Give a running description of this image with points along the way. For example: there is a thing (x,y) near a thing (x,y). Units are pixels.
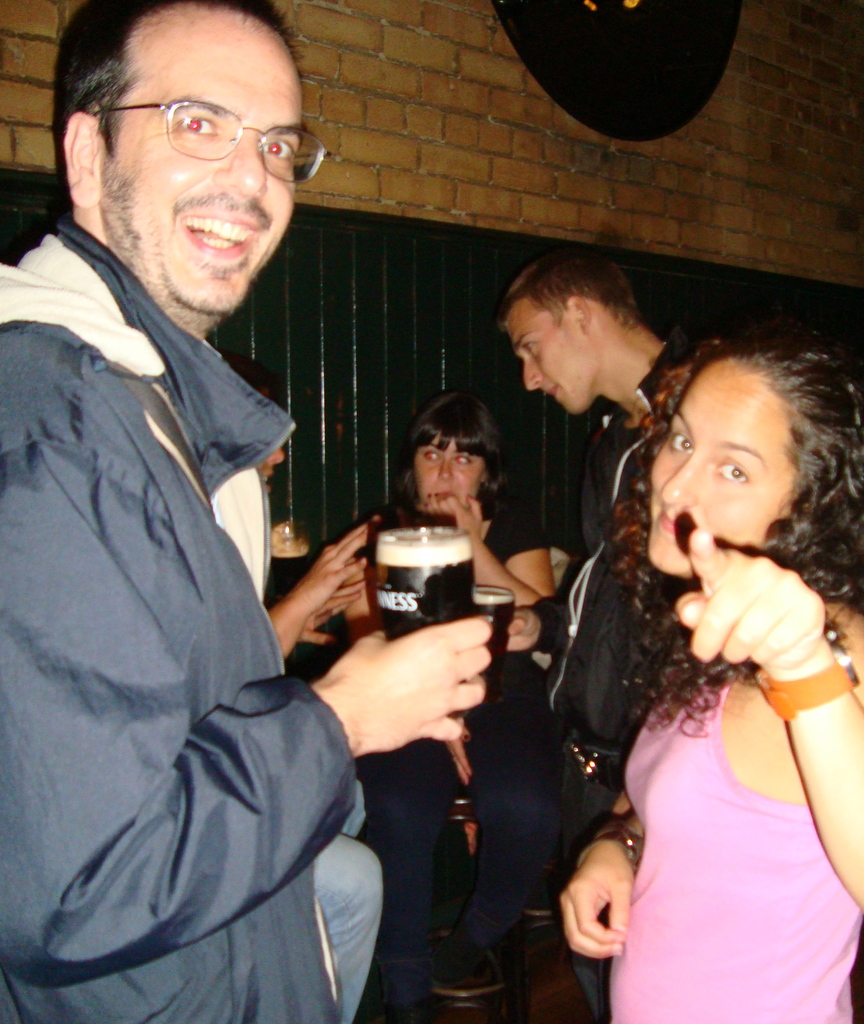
In this image, In the left side (53,776) there is a man (141,457) standing and he is holding a glass (403,626), in the right side (730,939) there is a girl (687,839) standing and she is pointing her finger (712,577), in the background (523,614) there are some people (447,429) standing and there is a black color wall (394,303) and in the top (419,182) there is a yellow color brick wall (425,143).
